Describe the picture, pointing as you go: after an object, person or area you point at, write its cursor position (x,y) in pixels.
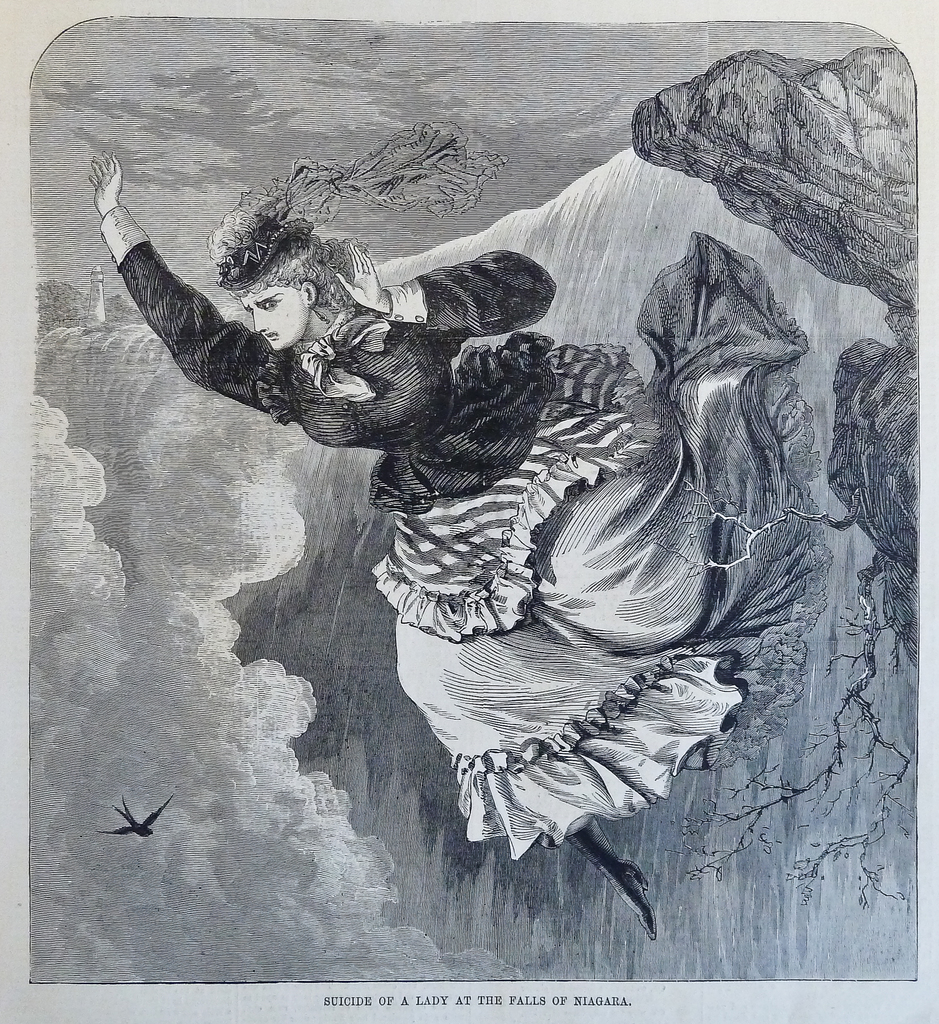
In this picture we can see an art (439,898) and some text (381,1000).
